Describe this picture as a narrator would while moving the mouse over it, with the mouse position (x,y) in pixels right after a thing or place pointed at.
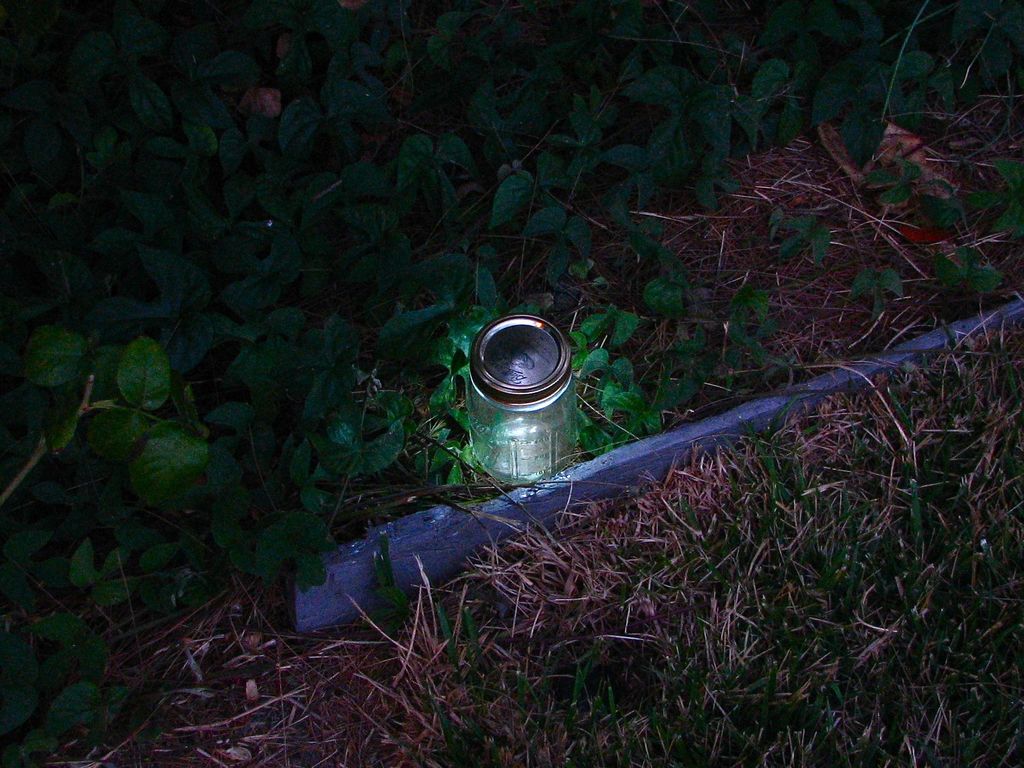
In this image i can see a glass (513,368) and a plant (292,283).
